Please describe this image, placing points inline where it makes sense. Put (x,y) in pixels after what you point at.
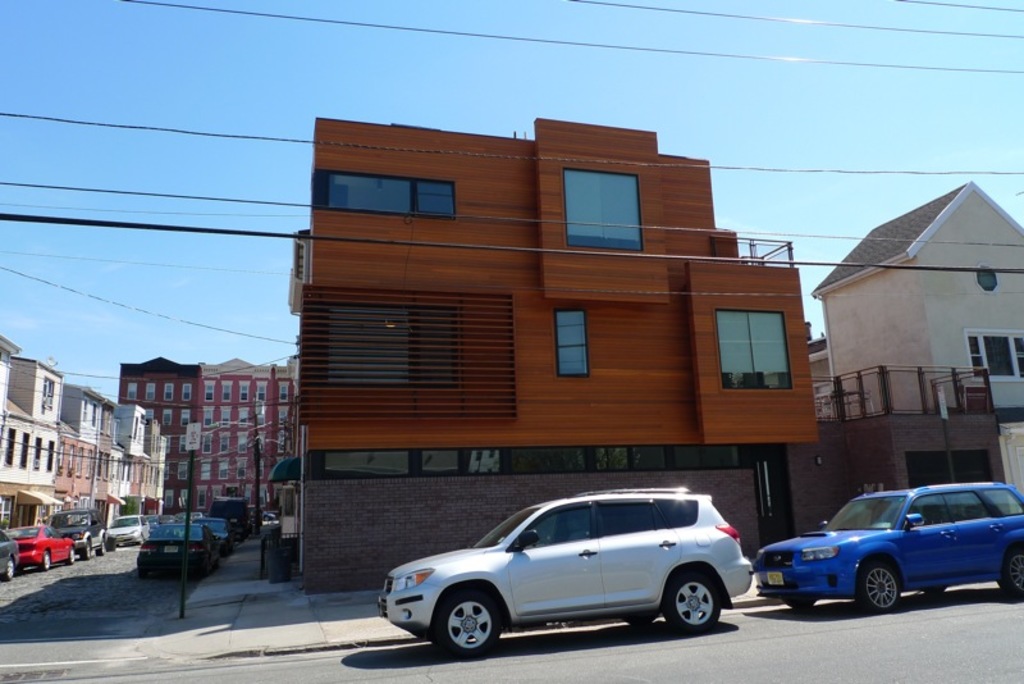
In this image we can see few cars (530,568) on the road (624,658), there are few buildings (316,447), poles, few wires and the sky (173,249) in the background (770,148).
